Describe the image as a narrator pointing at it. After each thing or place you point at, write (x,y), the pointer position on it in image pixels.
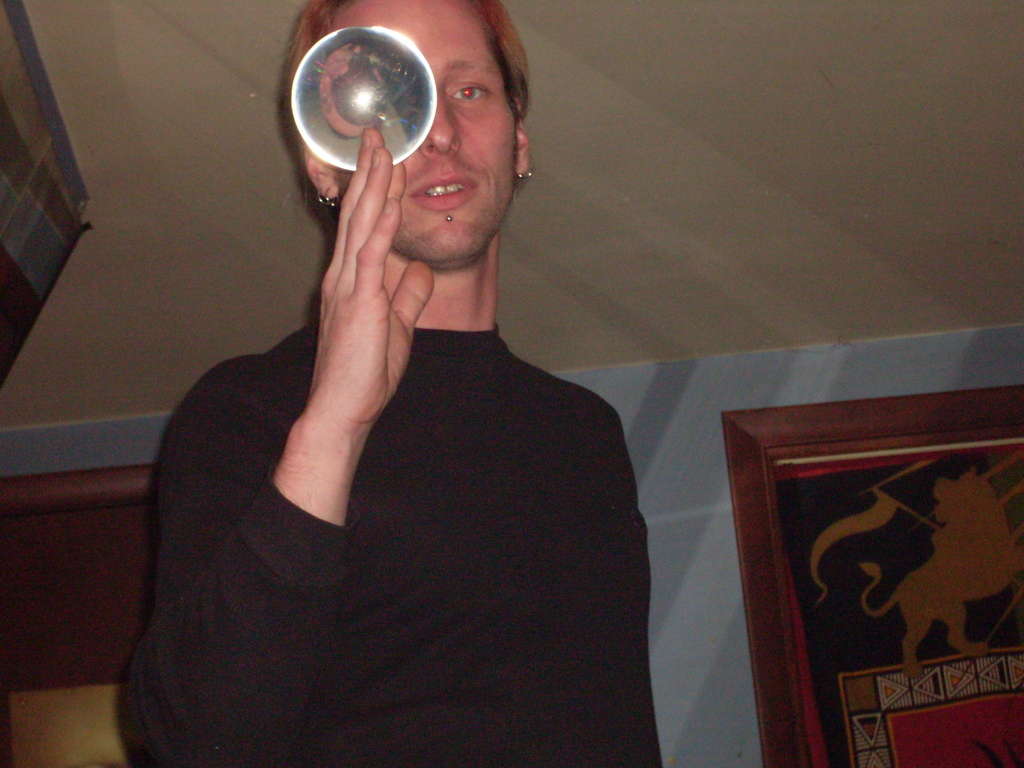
In this image we can see a man (424,335) standing and holding a ball (358,117) in his hand (368,287). In the background (850,503) there are wall hangings (804,517) attached to the wall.
